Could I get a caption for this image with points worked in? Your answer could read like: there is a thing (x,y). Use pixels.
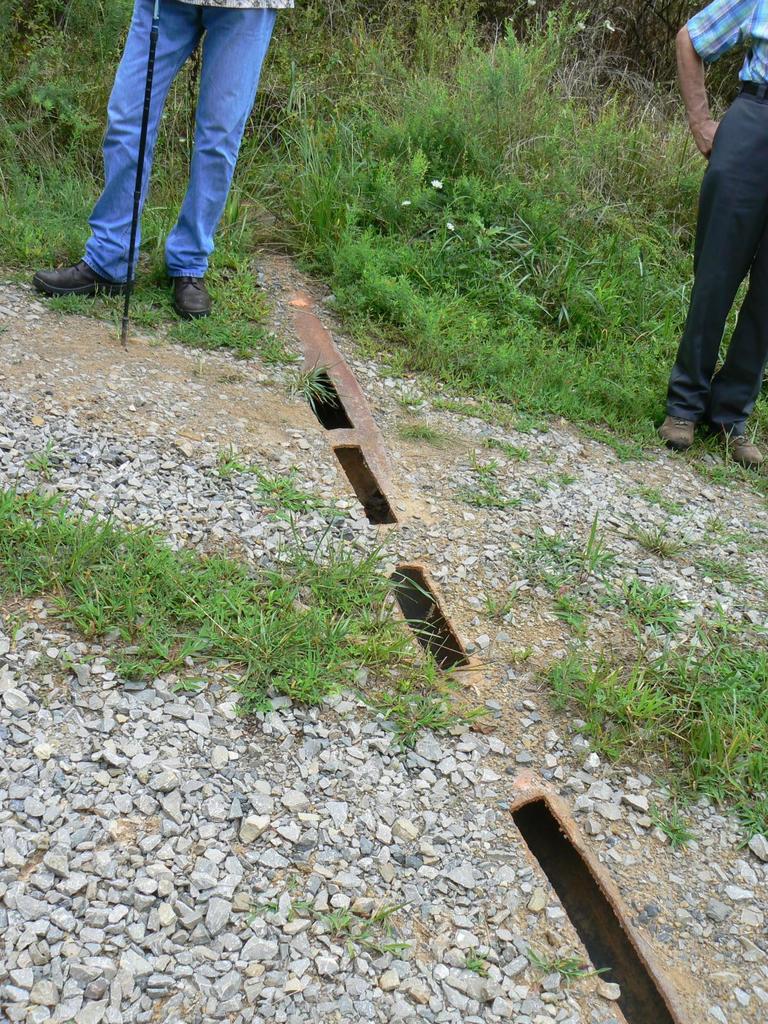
In this picture we can see two people (723,156) standing on the ground (123,389), stones (290,750), grass (307,698), stick (144,104) and in the background (458,66) we can see plants (461,157).
